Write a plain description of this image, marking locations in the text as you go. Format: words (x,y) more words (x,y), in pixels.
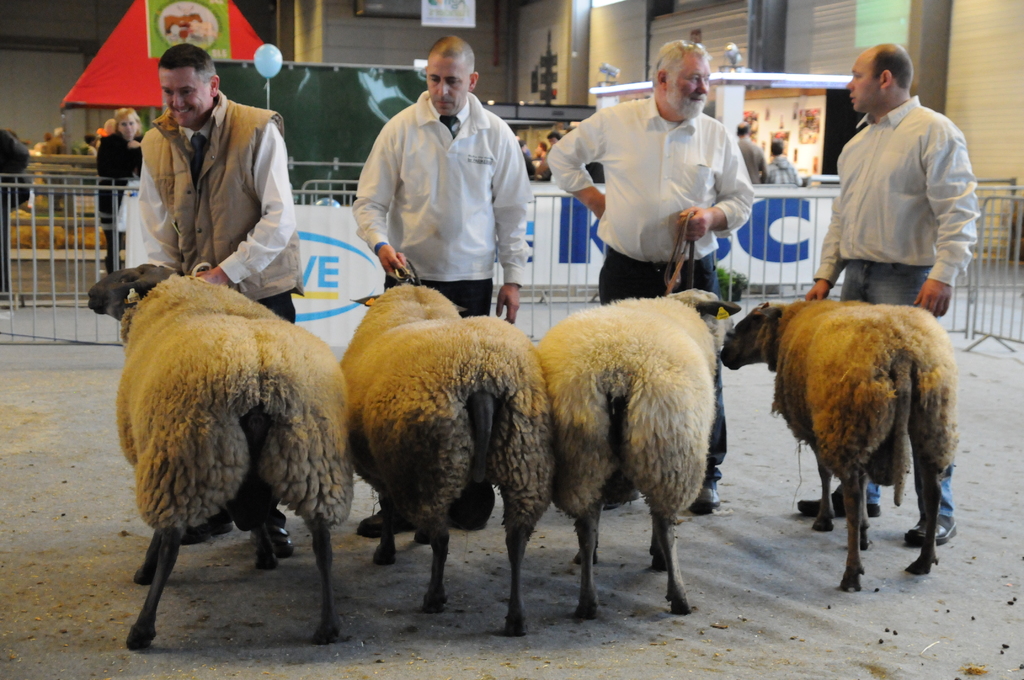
In the foreground of this image (629,381), there are four sheep (452,432) holding by four men (480,216) standing on the ground (770,586). In the background (46,250), there is railing (88,195), persons (99,169), stalls (91,84), balloons (267,65), and the wall (83,66).
